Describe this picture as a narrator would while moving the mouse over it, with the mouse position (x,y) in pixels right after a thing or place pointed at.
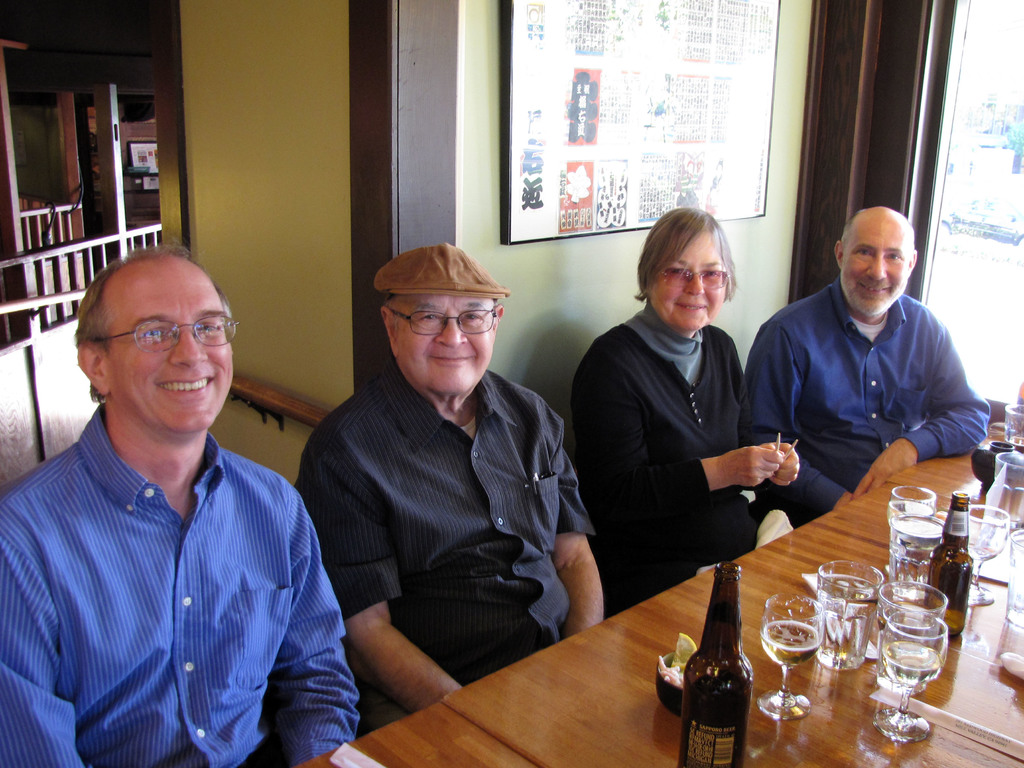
In this image, on the left (169,470) there is a man (189,505), he wears a shirt (181,595) and there is a man (470,535), he wears a shirt (445,470), cap (429,284). On the right (866,393) there is a man (807,419) and a woman (687,393). At the bottom (838,698) there is a table (834,686) on that there are glasses (851,645), bottles (969,549), cups (671,701). In the background (579,200) there is a window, photo frame (606,173), wall (259,210).
